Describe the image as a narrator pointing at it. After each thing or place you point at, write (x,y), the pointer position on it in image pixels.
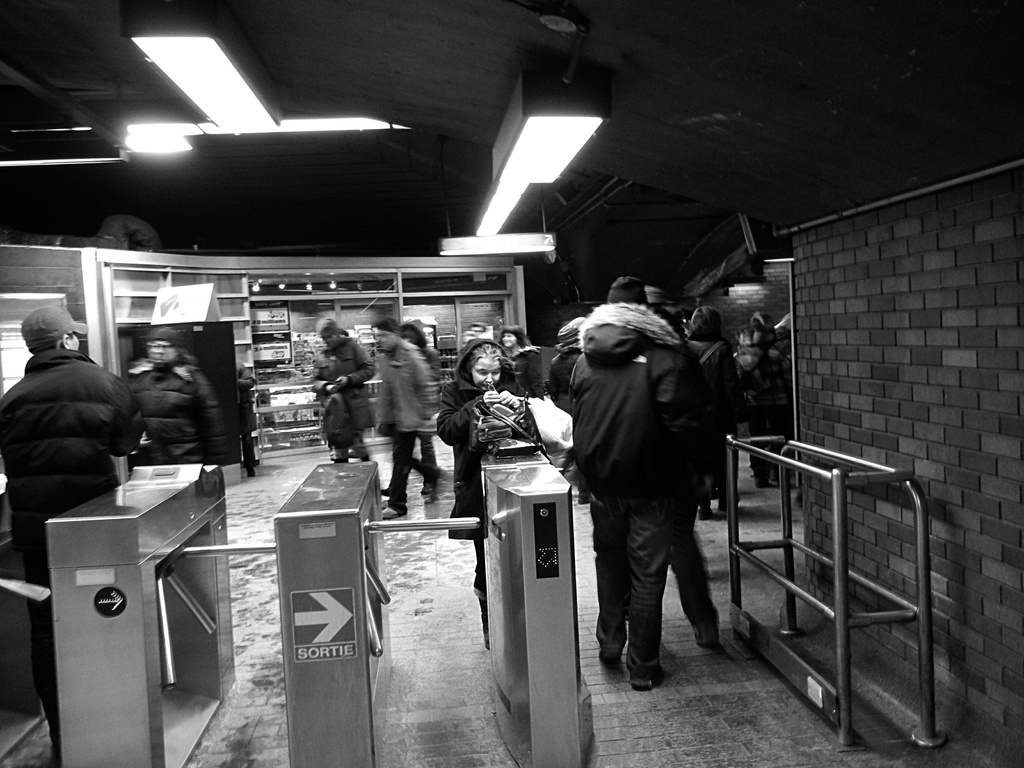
This image is a black and white image. This image is taken indoors. At the bottom of the image (599,728) there is a floor (275,610). At the top of the image (390,77) there is a ceiling (612,123) with a few lights (532,116). On the right side of the image (844,334) there is a wall (933,567) and there are a few iron bars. In the background (309,393) there is a wall (586,289) and there are a few things (370,331). In the middle of the image (458,395) many people (432,415) are standing and a few (659,438) are walking and there is a entrance gate (179,662).
